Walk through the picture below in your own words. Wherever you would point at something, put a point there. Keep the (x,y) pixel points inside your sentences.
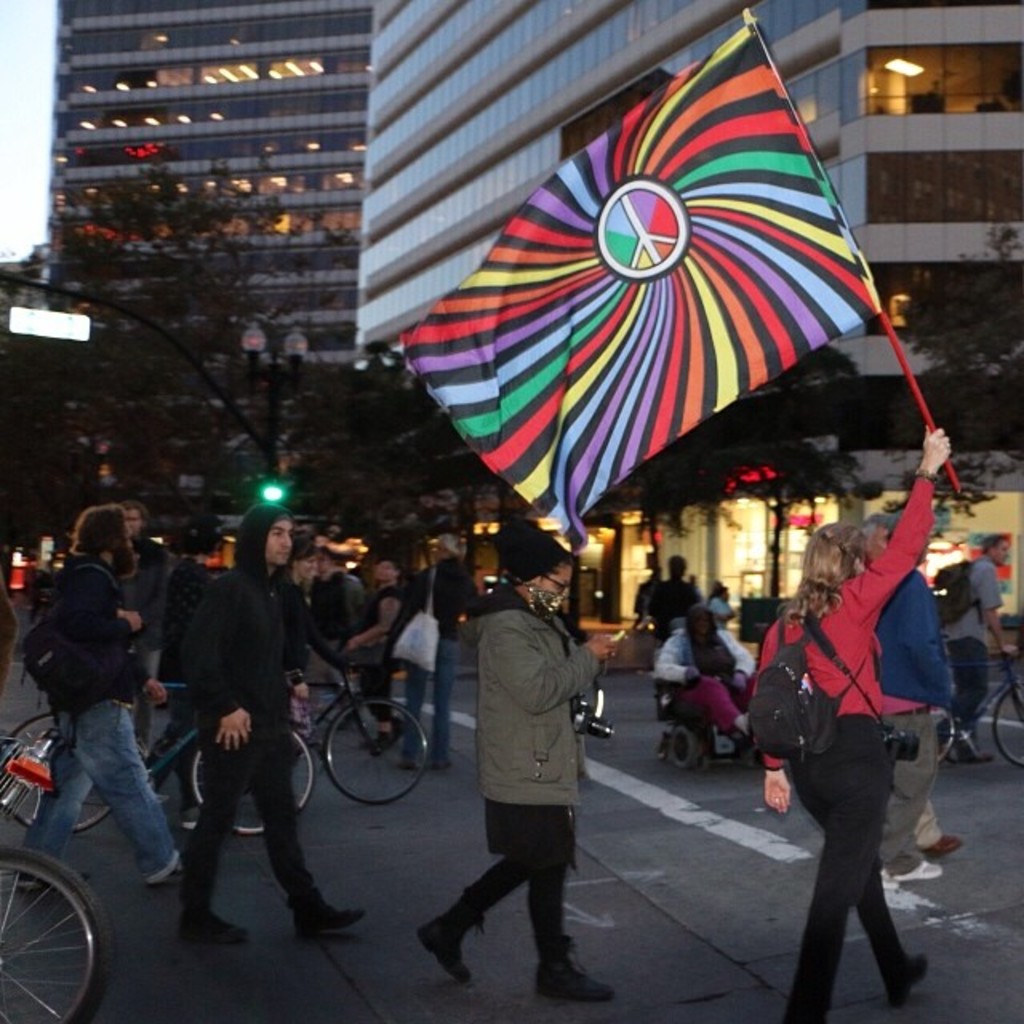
In this picture we can see a group of people (279,773) walking, bicycles (367,732) on the road (491,971) and some people (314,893) are carrying bags (800,669), cameras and a woman (821,667) holding a flag (797,299) with her hand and in the background (881,381) we can see a wheelchair (709,739), trees (313,405), poles (272,424), name board (32,317), lights (213,117), buildings (443,111) and some objects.
